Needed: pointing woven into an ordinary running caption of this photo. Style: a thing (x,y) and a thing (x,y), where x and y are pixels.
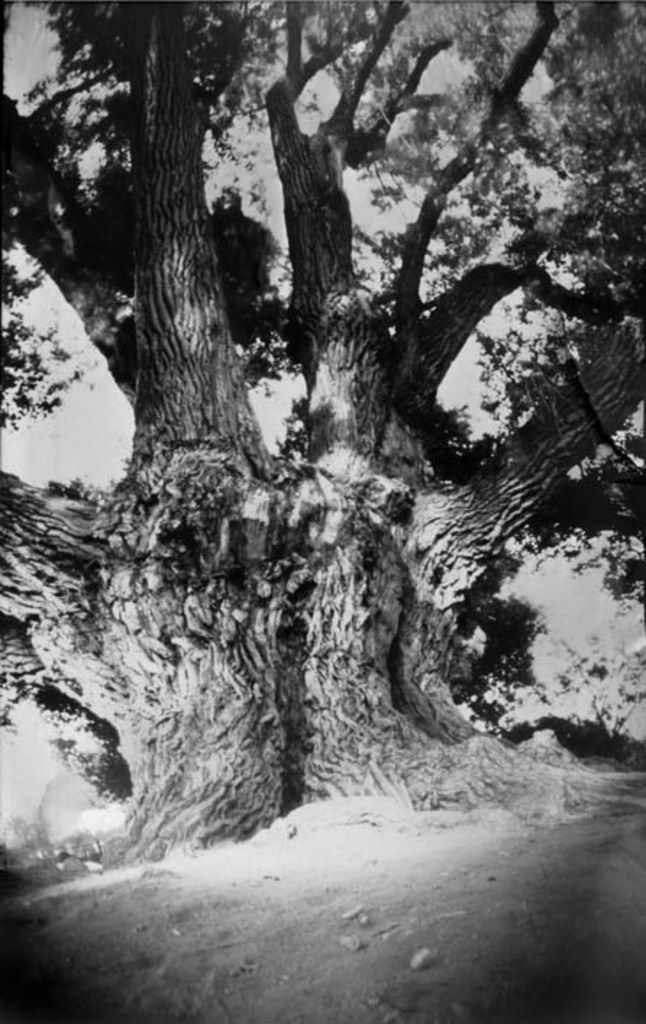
In this black and white picture there is a tree (417,636) having few branches (344,340) with leaves (500,176). Bottom of the image (392,864) there is land (368,900). Background (494,312) there is sky (480,433).
